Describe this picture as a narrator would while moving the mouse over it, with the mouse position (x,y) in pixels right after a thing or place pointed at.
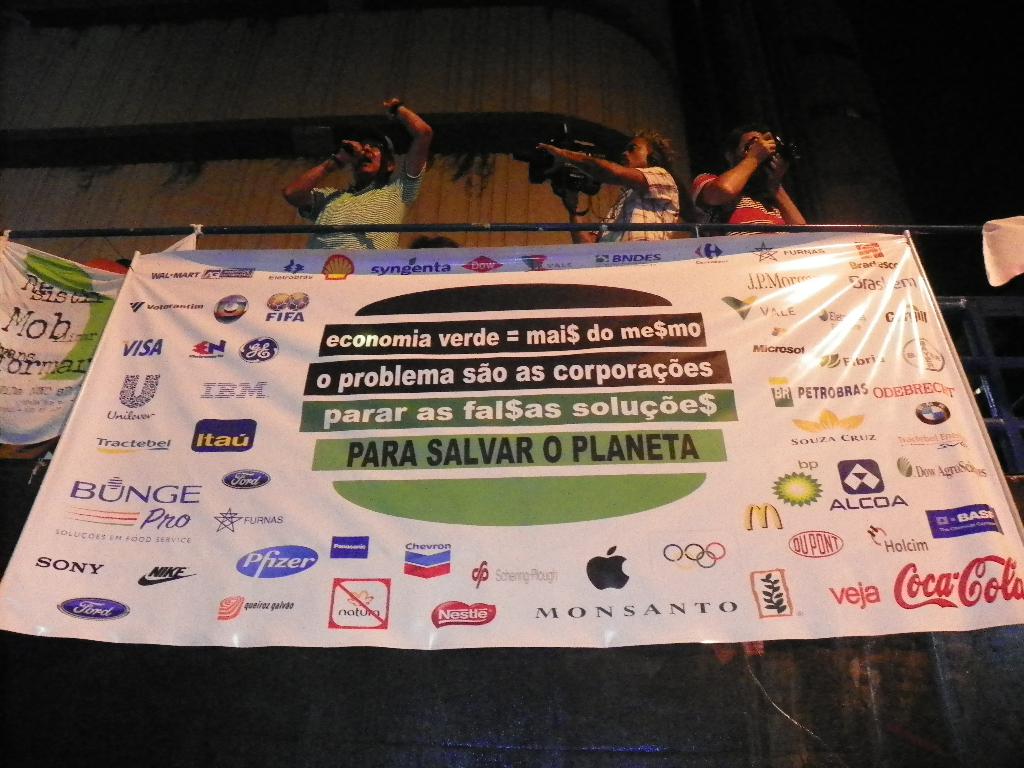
In this image I can see a huge banner (368,519) which is white, green and black in color tied to the pole (213,231) which is black in color. I can see few persons (647,207) standing, one of them is holding a microphone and the other two are holding cameras (617,154) in their hands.
